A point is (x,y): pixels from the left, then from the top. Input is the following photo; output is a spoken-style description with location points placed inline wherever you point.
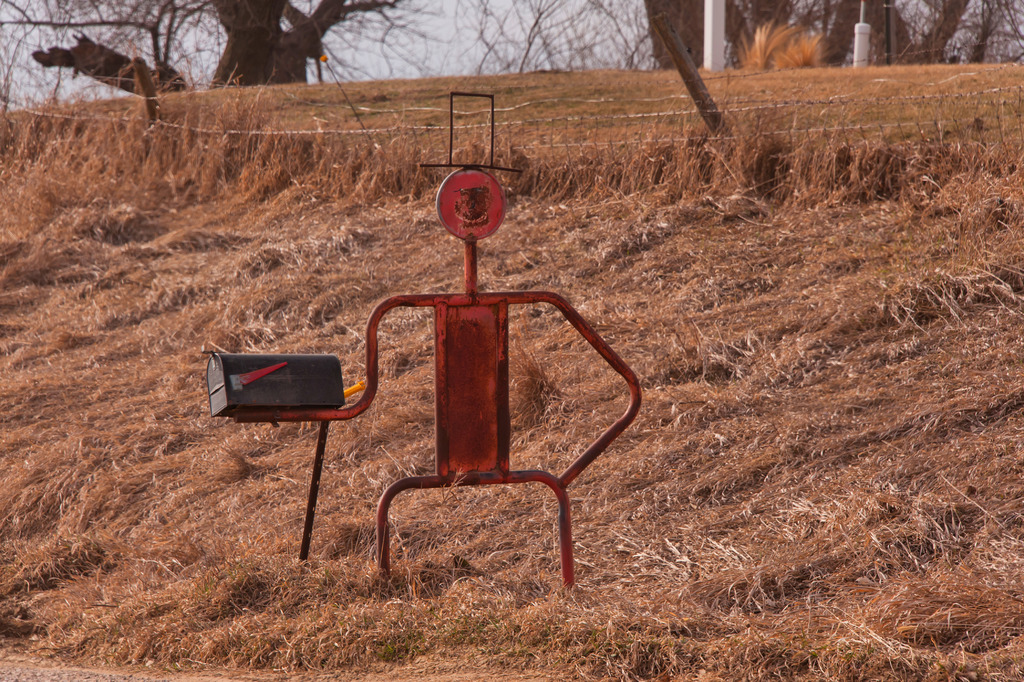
In the image we can see there is an iron statue of a person (464,339) kept on the ground (406,499) and there is a post box (257,387) attached to the statue (306,413). There is dry grass (337,321) on the ground (356,467) and behind there are trees (943,21).
